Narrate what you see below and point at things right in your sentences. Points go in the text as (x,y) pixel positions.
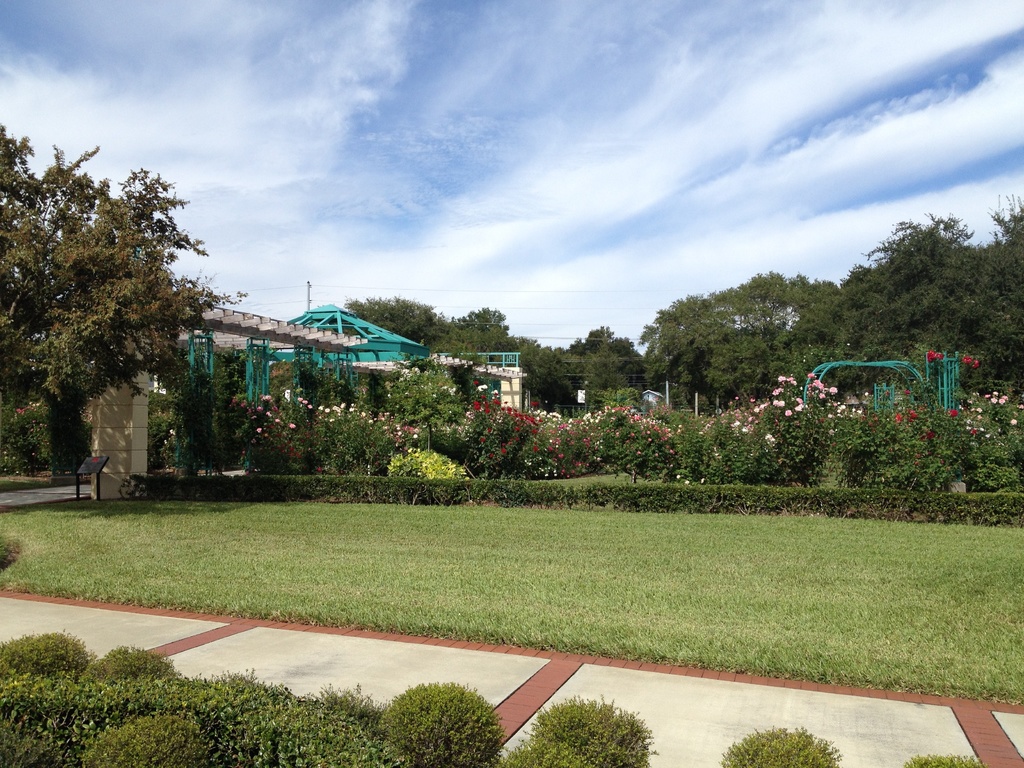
In this image we can see grass (698,541), floor (104,632) beside the grass (410,607), plants (646,441) with flowers (555,417), there are trees (925,294), shed (402,349) and sky (456,87) with clouds (459,120) on the top (534,147).
